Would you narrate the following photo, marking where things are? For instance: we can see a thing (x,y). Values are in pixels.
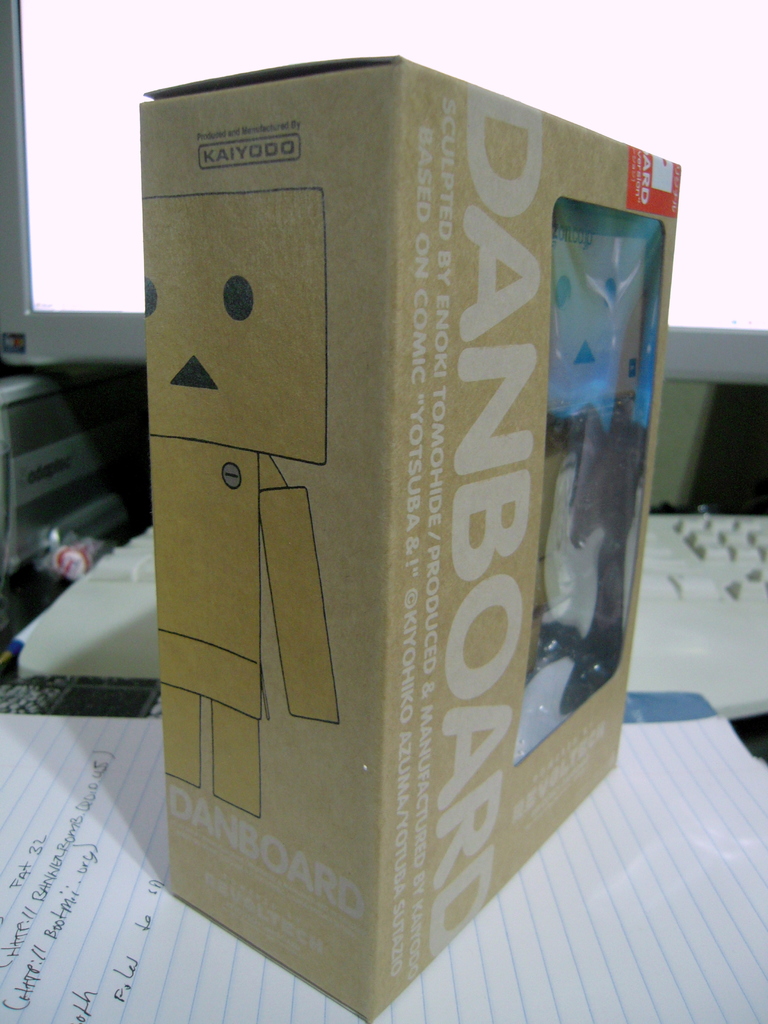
In this picture I can see a box (587,781), book (666,941) and a paper (140,932) with some text (94,802). I can see monitor (359,52) and a keyboard (735,521) in the background (748,610).
